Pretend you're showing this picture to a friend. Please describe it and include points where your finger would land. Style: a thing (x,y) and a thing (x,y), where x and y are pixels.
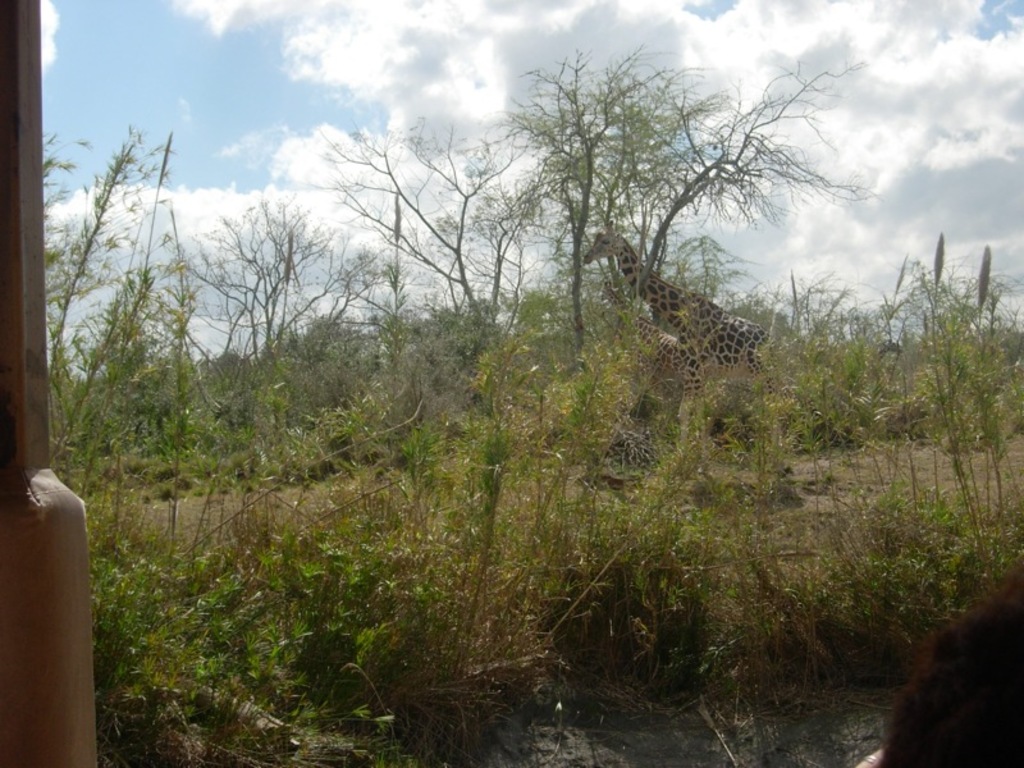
In this picture we can see the forest (366,598). In the front (792,640) bottom side there are some trees (657,570). Behind there is a giraffe (691,362) standing in the middle of the ground (734,463). On the top (336,219) we can see the sky (206,102) and clouds (451,59).
